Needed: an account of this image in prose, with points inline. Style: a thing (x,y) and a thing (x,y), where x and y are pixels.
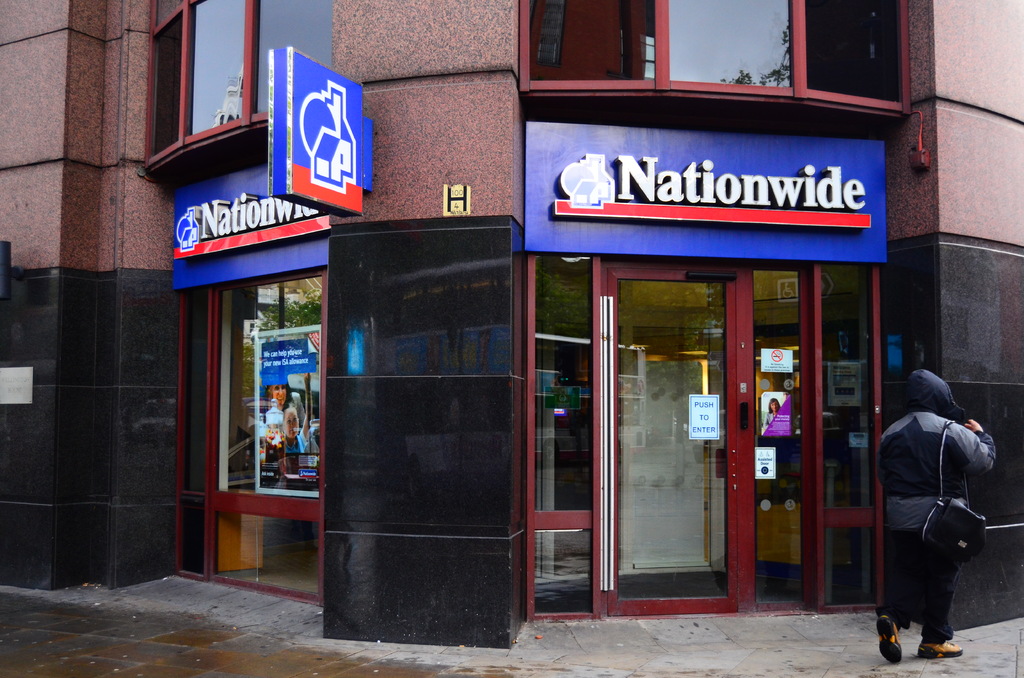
A person (943,452) is present on the right (924,434) wearing a black dress (910,517) and a black bag (948,522). There is a building (598,426) at the back (654,347) which has glass doors (724,451) and there are posters (312,487) attached on the doors (708,444).
